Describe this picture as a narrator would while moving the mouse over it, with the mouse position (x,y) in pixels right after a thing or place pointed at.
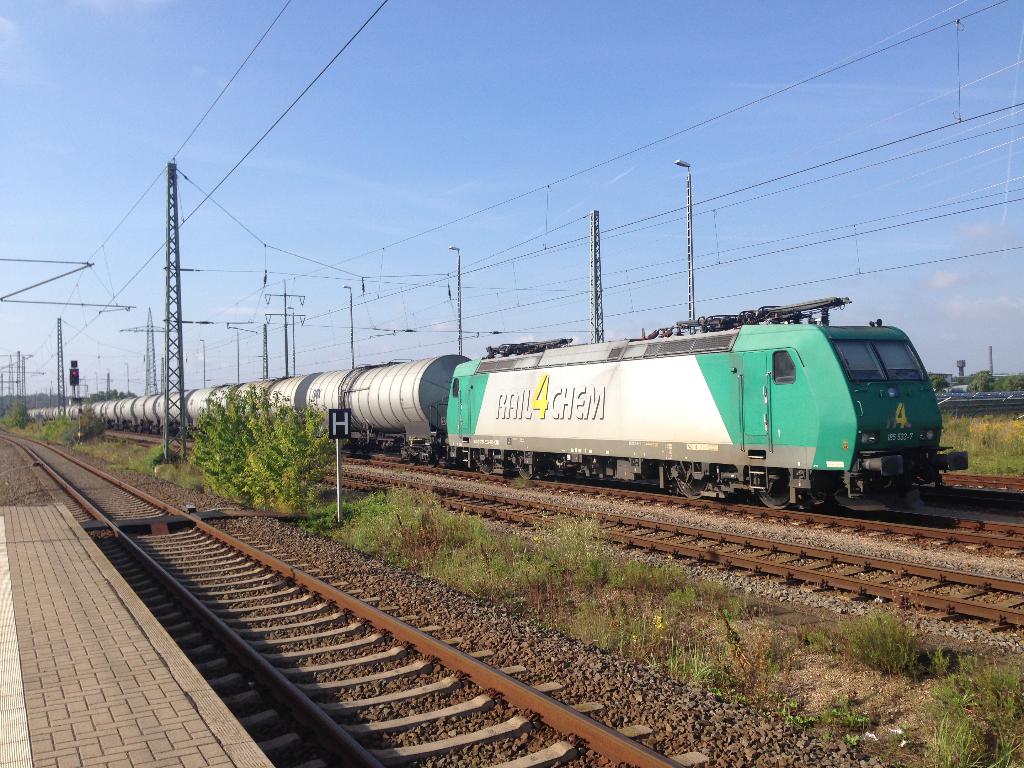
In the picture we can see a railway track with a train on it and besides, we can see some tracks (992,594) and some plants (200,454) and grass (536,579) and some tracks (124,552) beside it with a platform (113,641) and in the background (875,245) we can see some poles (59,398) with wires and sky (322,7) with clouds (982,246).
